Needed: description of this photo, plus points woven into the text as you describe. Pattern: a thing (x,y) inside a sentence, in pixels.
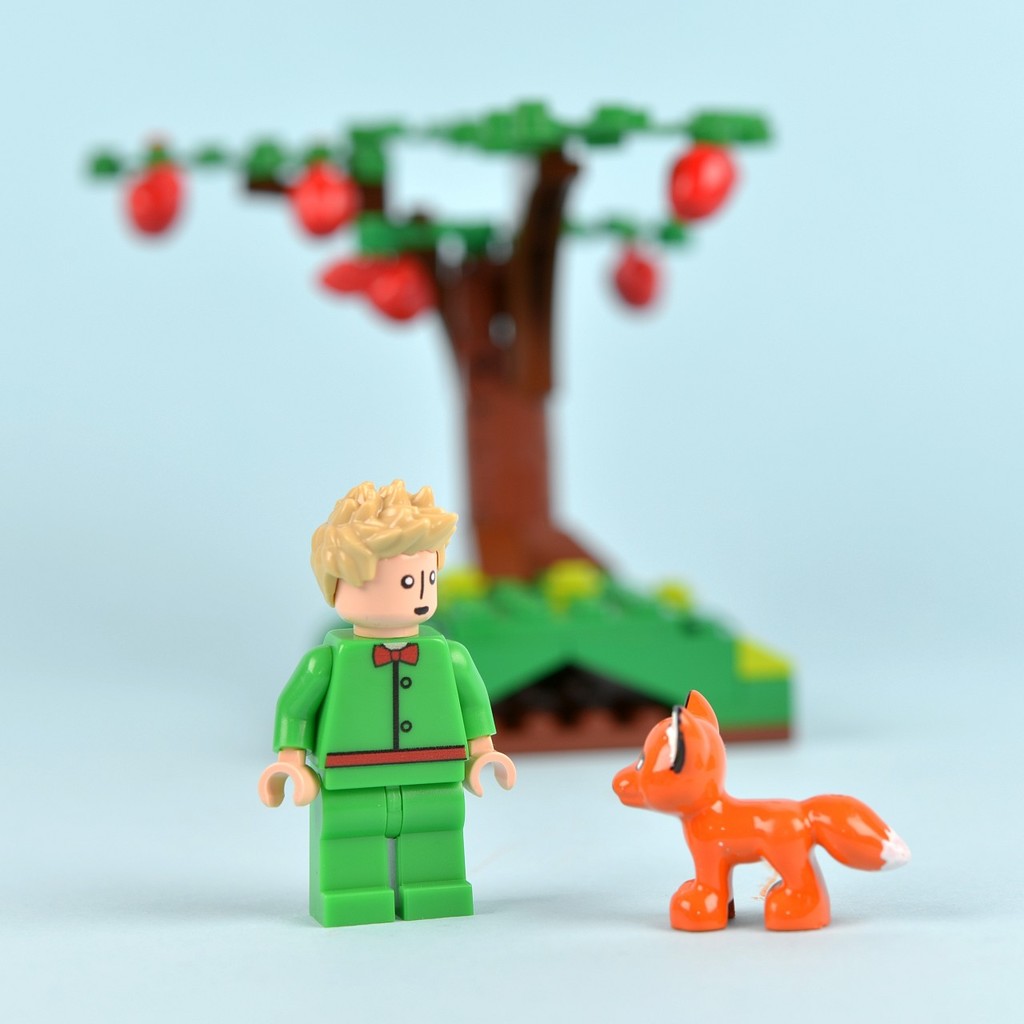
In this image we can see miniatures (515,698). In the background (496,336) there is a toy tree (503,551). In the middle of the image (452,647) there is a toy person (403,675) and a toy animal (707,845) on the surface (329,959).
